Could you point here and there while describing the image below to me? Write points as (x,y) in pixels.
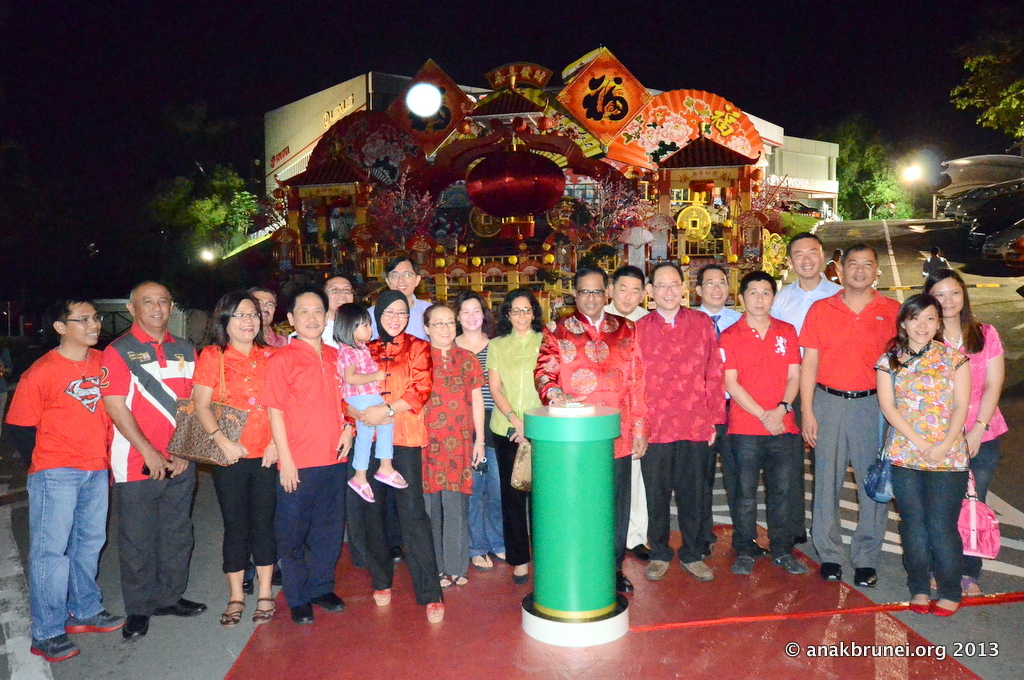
In this image, we can see some people (485,355) standing and in the background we can see some trees (892,158) and there is a building (296,139).
